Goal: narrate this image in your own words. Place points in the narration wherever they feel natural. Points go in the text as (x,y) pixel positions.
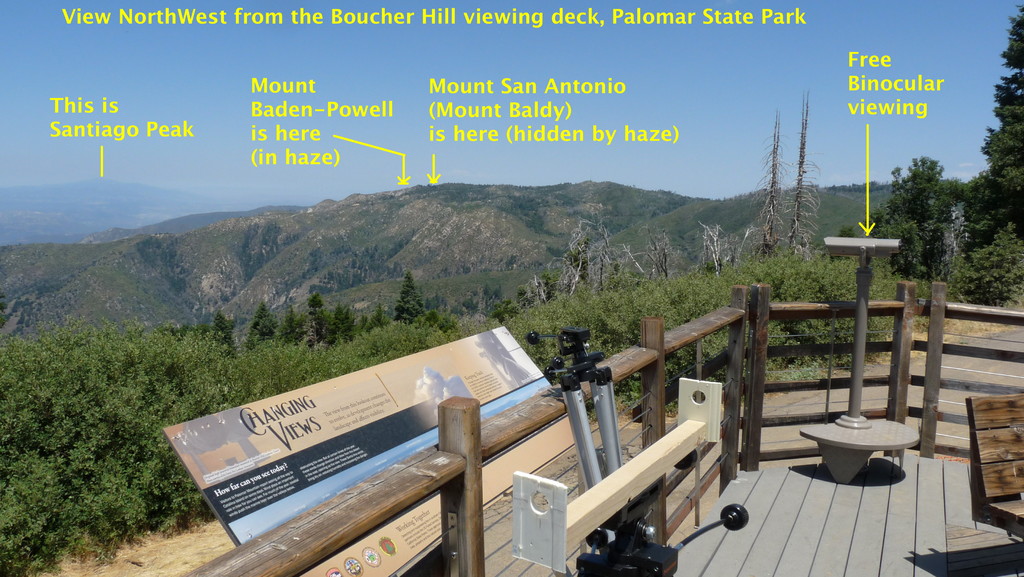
In this image there is a balcony (901,323), on that balcony (883,351) there is a mountain view (560,262), in that balcony (758,293) there are some equipment (866,266), in the background (332,276) there is mountain (315,221) and sky (304,150) at the top (485,93) there is some text (862,91) written.
